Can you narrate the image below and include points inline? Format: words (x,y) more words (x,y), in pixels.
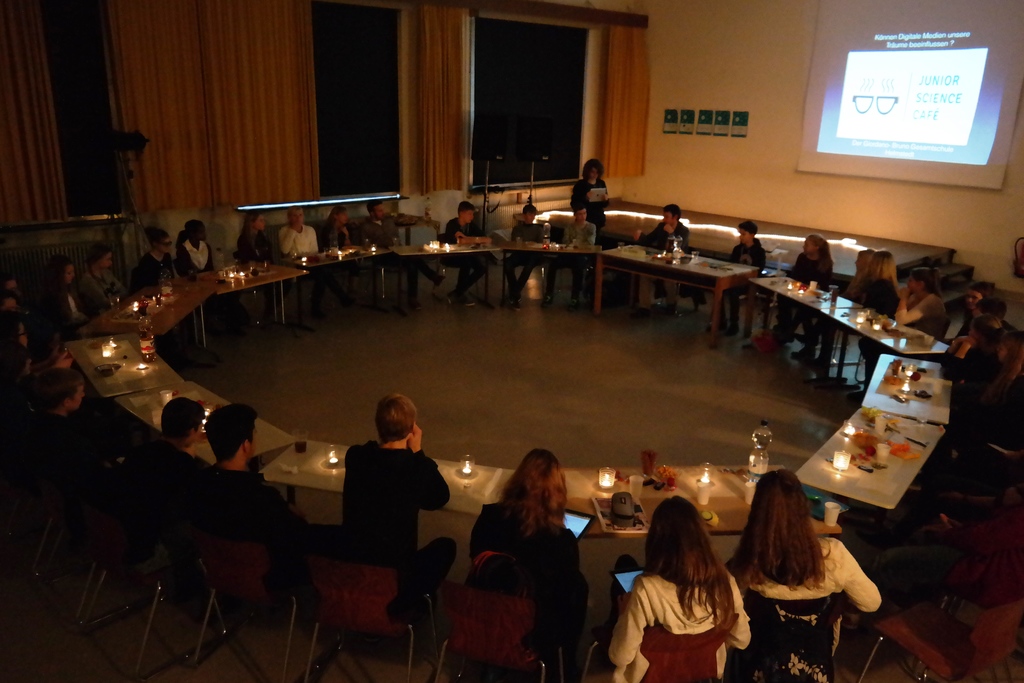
In this picture there are group of people (656,592) sitting on the chair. There is a bottle (751,461), candles (610,481), glass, cup (633,480) on the table (540,252). There is a woman (585,183) standing. There is a screen (915,72) There is an orange curtain (444,88).
